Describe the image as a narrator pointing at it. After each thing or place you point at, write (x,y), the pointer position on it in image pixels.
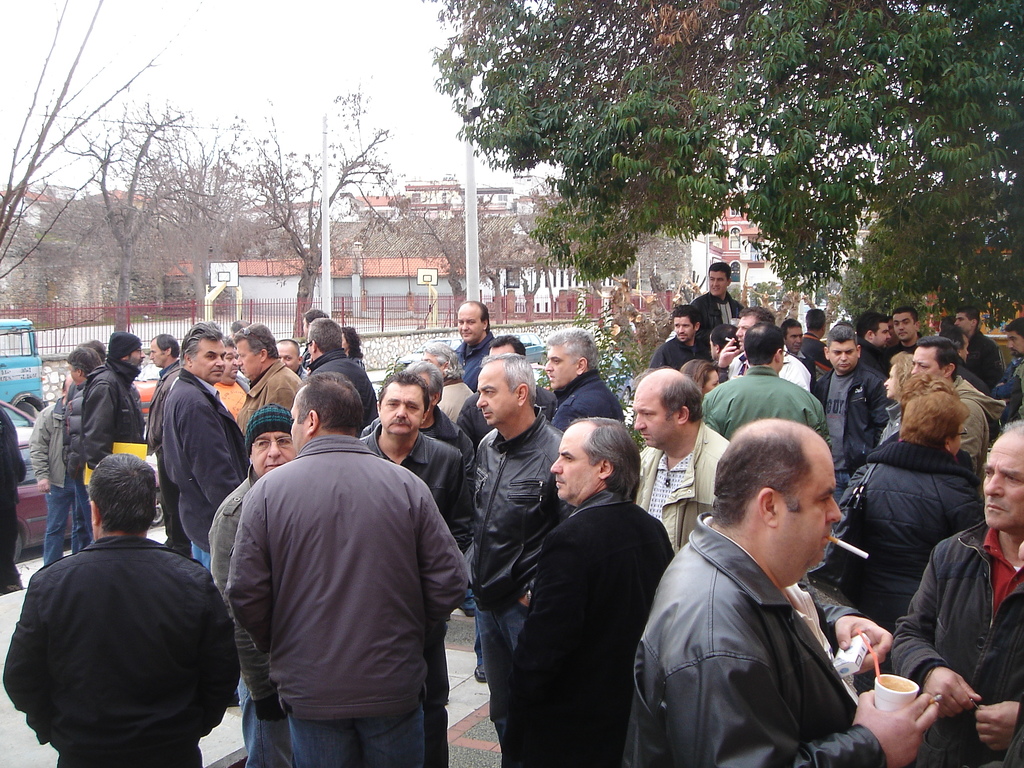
In the image there are a lot of people (726,309) standing in the front (505,447) and behind them there are few trees (697,215), behind the trees (684,81) there is a vehicle (20,417) on the left side (20,336) and in the background (309,258) there are some buildings (361,226) and trees (55,231) around them there is fencing (437,300) off a wall (525,324).
